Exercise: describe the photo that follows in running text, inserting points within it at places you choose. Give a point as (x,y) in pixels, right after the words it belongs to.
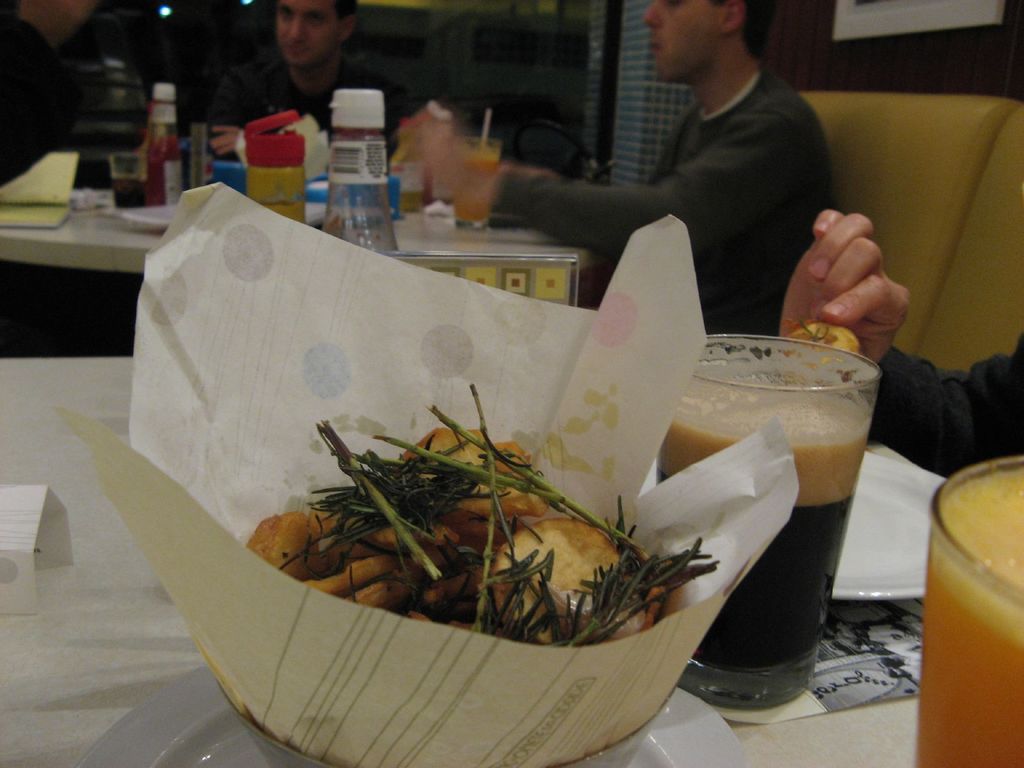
The picture is taken in a restaurant (60,294). In the picture there are tables (36,430), drinks (839,428), bottles (258,169), ketchup (154,167), plates (873,577), paper (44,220) and food items (363,493). On the right (779,117) there are people (872,288) sitting on couch (919,186). In the background (311,79) there are people (66,75).
